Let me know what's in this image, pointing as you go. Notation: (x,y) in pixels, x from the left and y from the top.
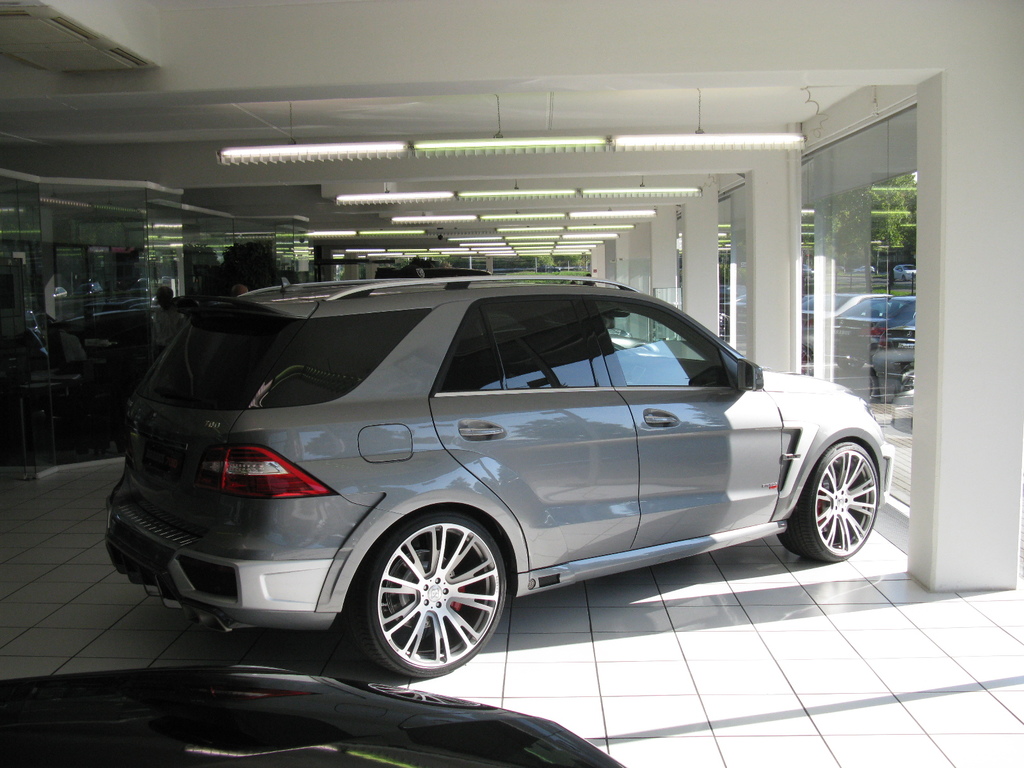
In this image I can see vehicles (344,550), people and other objects (82,400). Here I can see lights (505,193) on the ceiling (470,182).
